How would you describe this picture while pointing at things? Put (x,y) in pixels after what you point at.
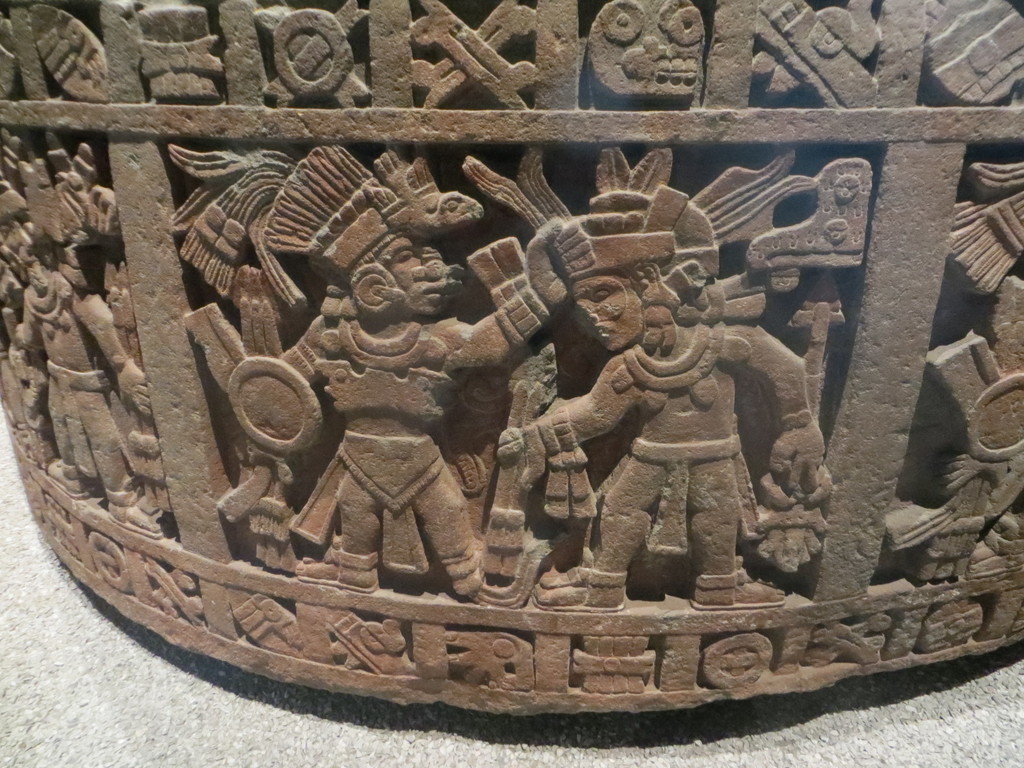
In this picture I see the sculptures (385,252) in front (599,543) which are of brown in color and I see the white color surface (401,741) on the bottom of this image (401,741).
